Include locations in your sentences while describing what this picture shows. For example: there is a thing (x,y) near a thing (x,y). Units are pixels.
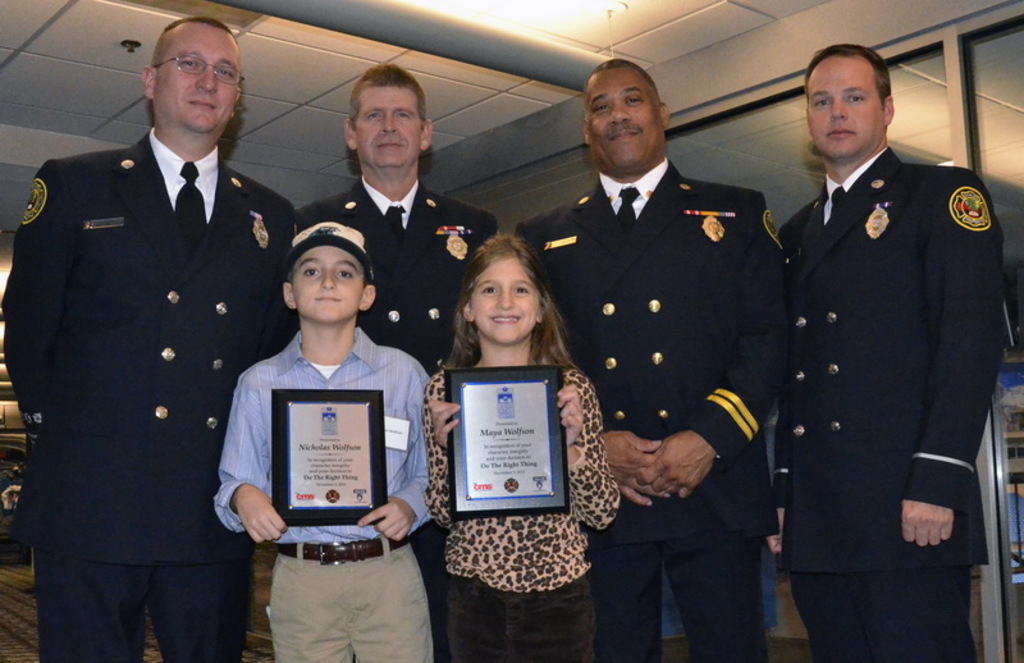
These people (561,323) are standing. These children (512,279) are holding certificates (312,503).
